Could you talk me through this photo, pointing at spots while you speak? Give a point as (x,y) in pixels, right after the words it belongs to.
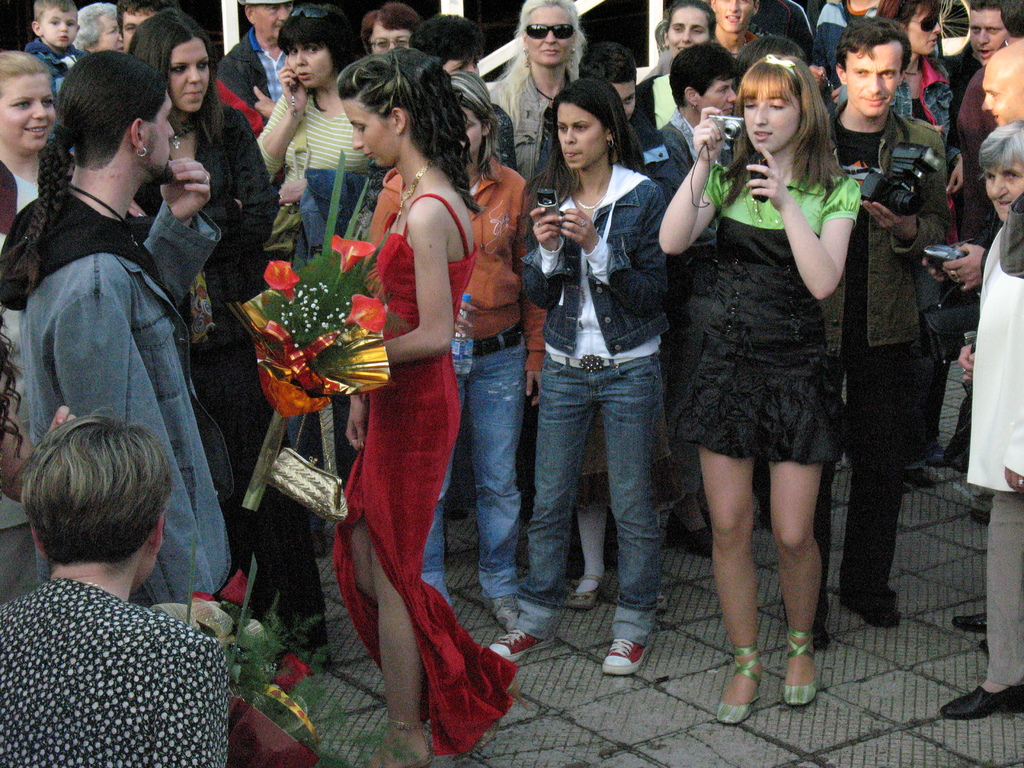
In this picture I can observe some people (508,168) standing on the land (678,619). There are men (101,160) and women (413,341) in this picture. Some of them are holding cameras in their hands (710,151).
